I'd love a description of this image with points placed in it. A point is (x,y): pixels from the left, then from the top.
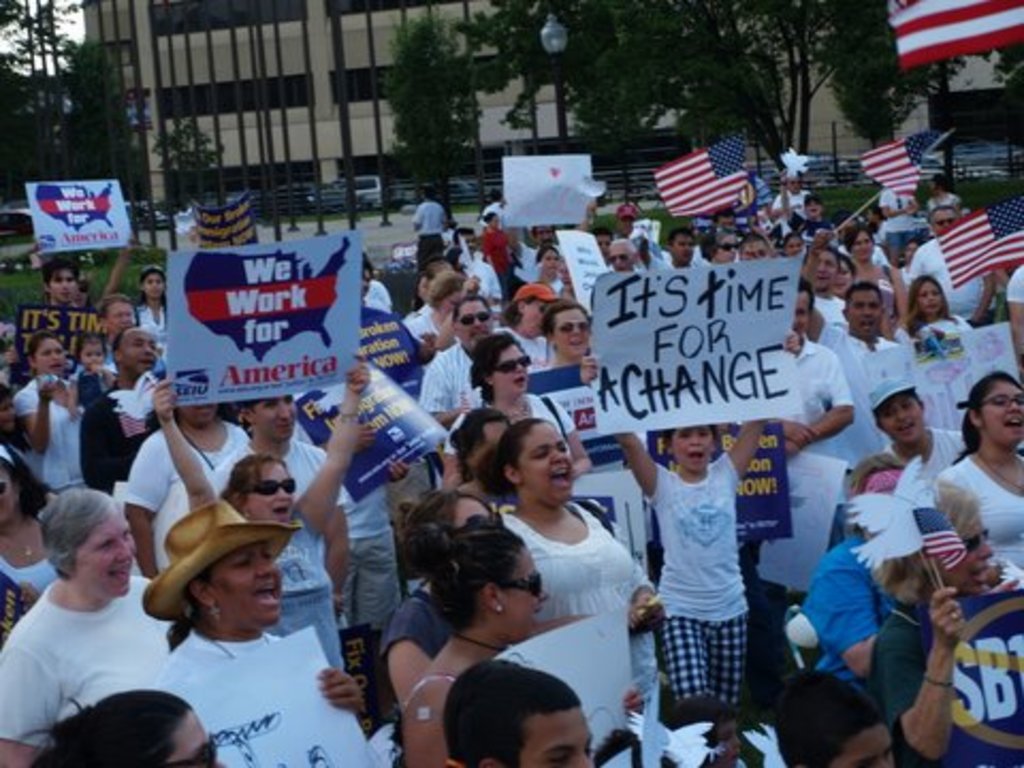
In the picture we can see some group of persons (440,594) standing, some are holding boards (557,181) and flags (684,163) in their hands (352,444) and in the background of the picture (298,176) there are some trees (116,121), buildings (252,2).
